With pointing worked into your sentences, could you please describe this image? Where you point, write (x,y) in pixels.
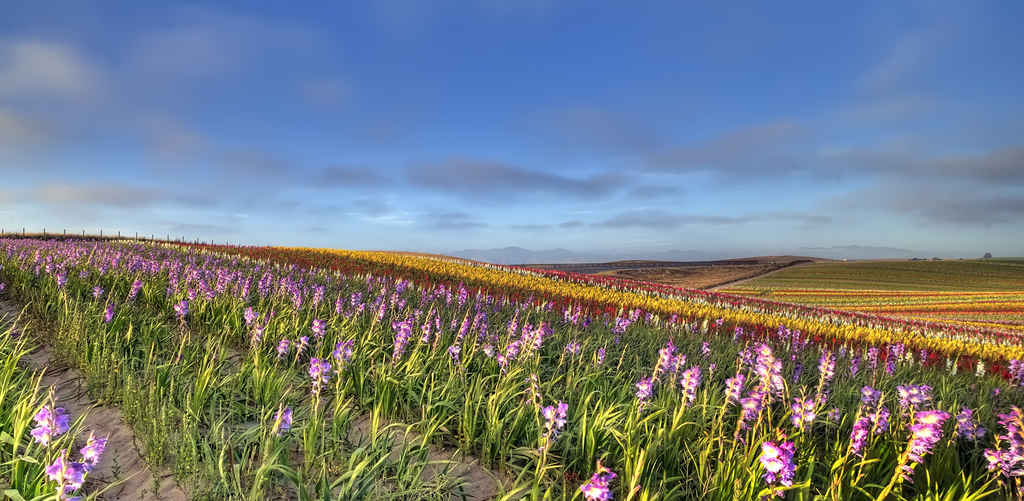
In this image there are different colors of flowers (524,326) on plants (567,321), at the top of the image (689,123) there are clouds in the sky (441,154).
